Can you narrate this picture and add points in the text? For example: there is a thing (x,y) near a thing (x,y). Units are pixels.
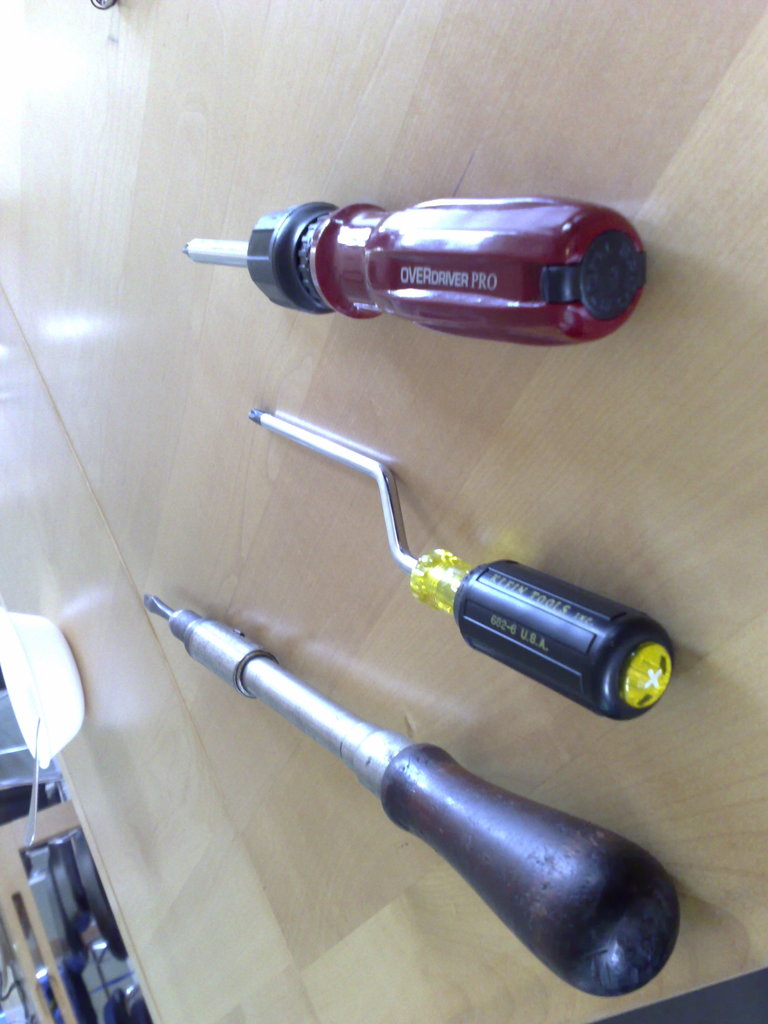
In this picture, we can see table (412,468) and some objects (473,575) on the table (425,381) like equipments (369,754), a bowl (25,651) with spoon (35,799), and we can see some objects (53,783) in the bottom left side of the picture (83,857).
